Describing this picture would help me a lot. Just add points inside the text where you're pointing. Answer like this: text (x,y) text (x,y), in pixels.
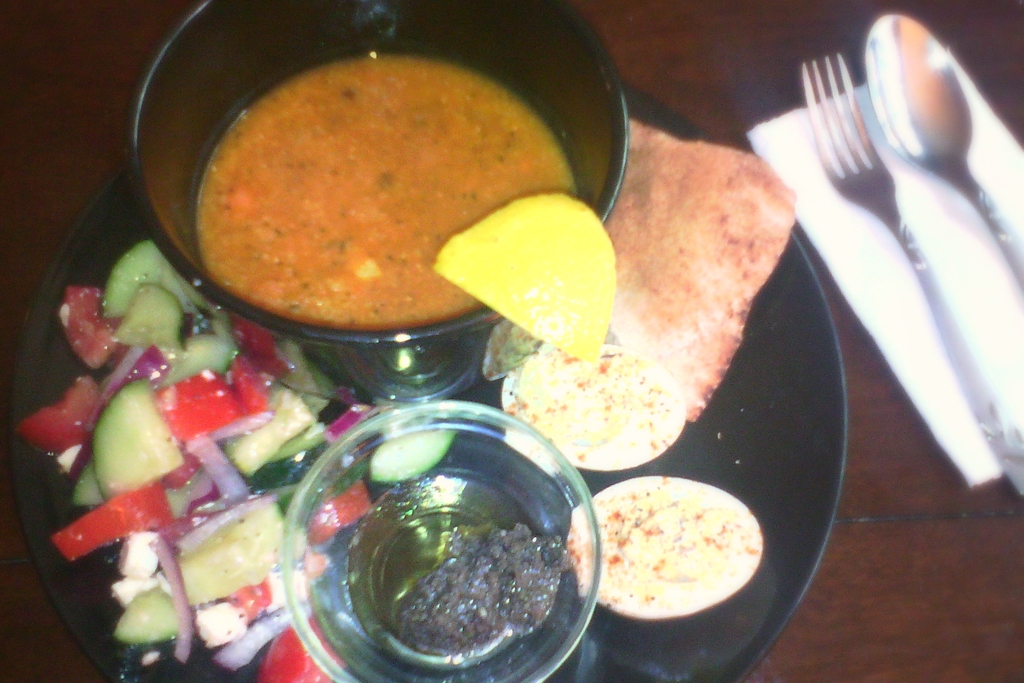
In this image I can see food items (577,369) on the black color plate (796,406). We can see two bowls (421,363), spoon (893,75), fork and tissue (894,318) on the brown color table (923,558).
